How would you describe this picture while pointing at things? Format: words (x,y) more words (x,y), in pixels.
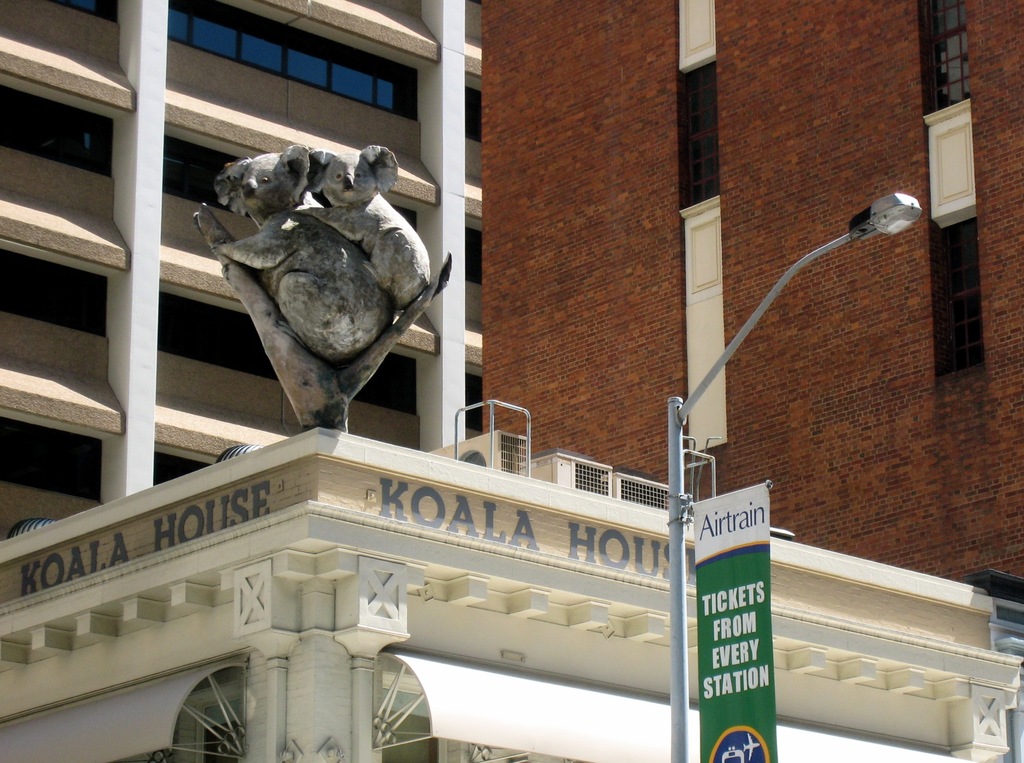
At the bottom of the picture (350,624), we see a building (350,624) in white color. Beside that, we see a street light (679,411) and a board (762,553) in white and green color with some text (742,625) written on it. In the middle of the picture (378,320), we see the statue (339,259). In the background (206,264), we see the buildings (426,152) in brown, grey and white color. It has windows (471,258).
